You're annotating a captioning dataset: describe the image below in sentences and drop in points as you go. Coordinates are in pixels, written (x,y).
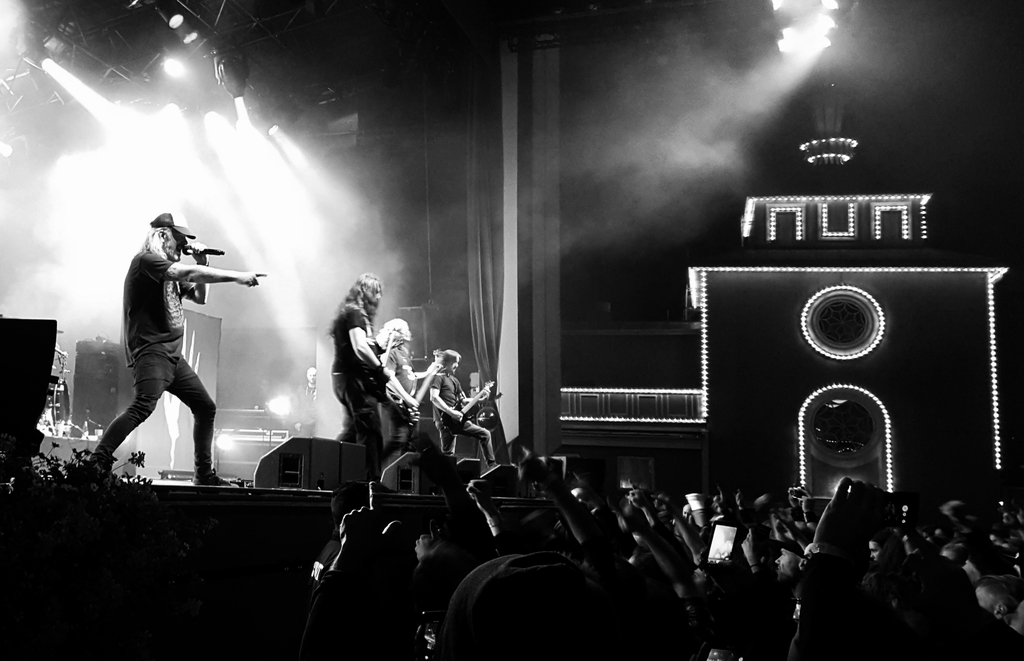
On the left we can see three persons (347,402) were standing and holding guitar (455,421), in front there is a microphone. In the bottom (624,512) we can see group of persons (636,541) were standing and holding camera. In the background (447,145) there is a wall (390,174) and lights (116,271).
